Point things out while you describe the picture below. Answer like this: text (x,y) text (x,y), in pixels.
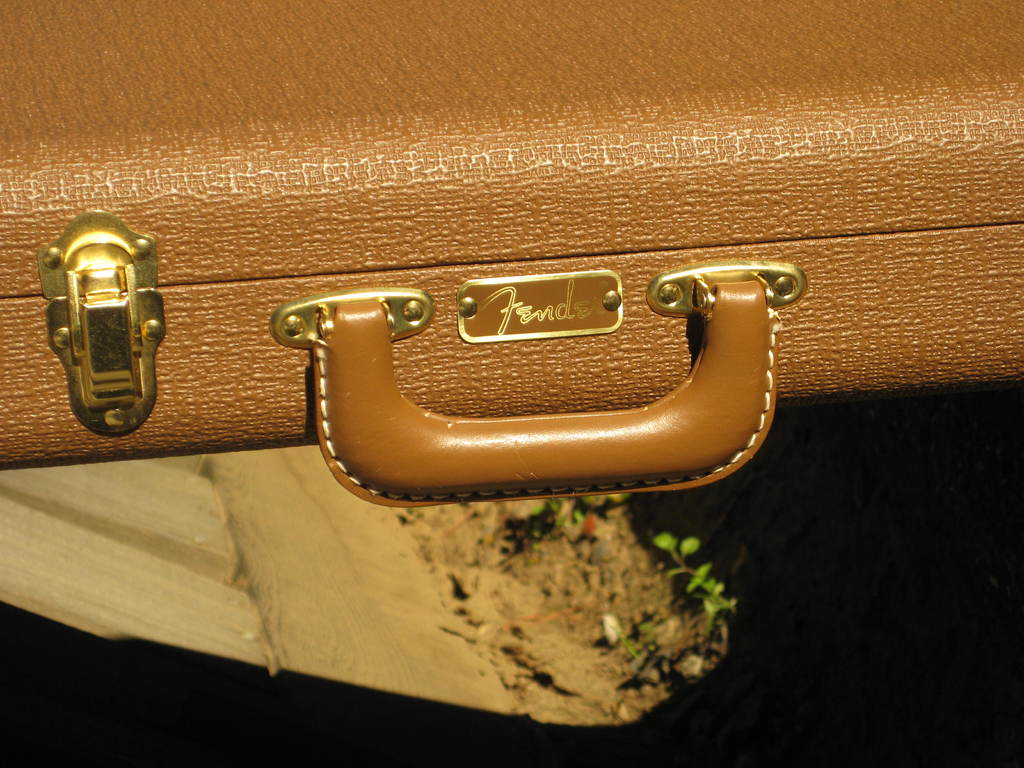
This is the picture of a brown color leather brief case (226,212) or a handbag (356,369) with a pin (135,253) and a holder (359,302), and at the back ground (677,605) there are plants (707,587), staircases (428,569), mud (462,578).
